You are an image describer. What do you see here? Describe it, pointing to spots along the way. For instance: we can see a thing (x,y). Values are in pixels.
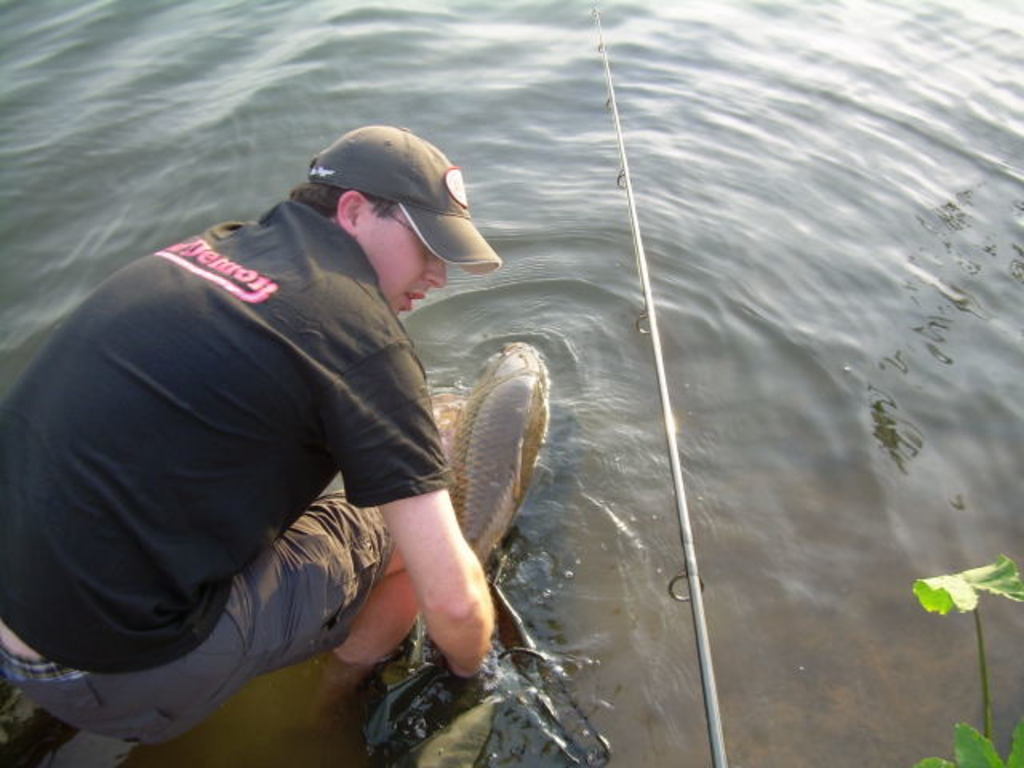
There is one man (266,431) holding a fish (488,478) as we can see on the left side of this image (144,440). We can see a surface of water (588,165) in the background (718,315). We can see the leaves (961,727) of a plant (958,738) in the bottom right corner of this image (976,726).
